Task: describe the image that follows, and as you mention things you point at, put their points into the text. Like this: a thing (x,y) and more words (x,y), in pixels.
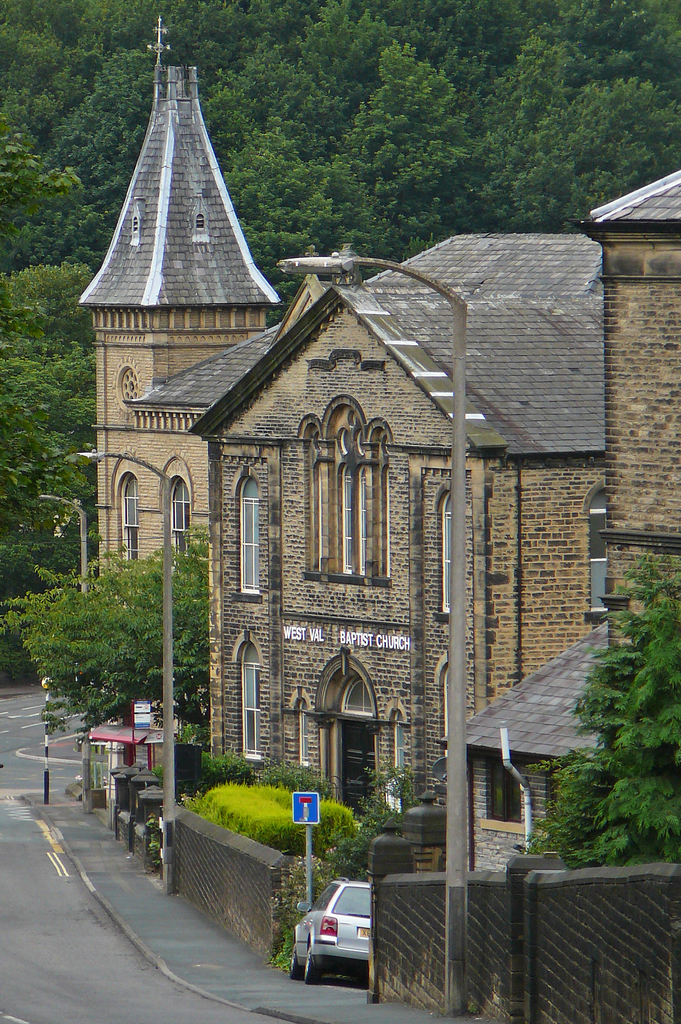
In this picture, there is a building (348,694) with windows (301,722), bricks (480,584) and roof tiles (232,249). Before it, there are plants (204,809), trees (113,650), vehicles (319,917), poles (461,979) etc. In the background (390,129), there are trees (311,199). At the bottom left (68,961), there is a road (54,850).
